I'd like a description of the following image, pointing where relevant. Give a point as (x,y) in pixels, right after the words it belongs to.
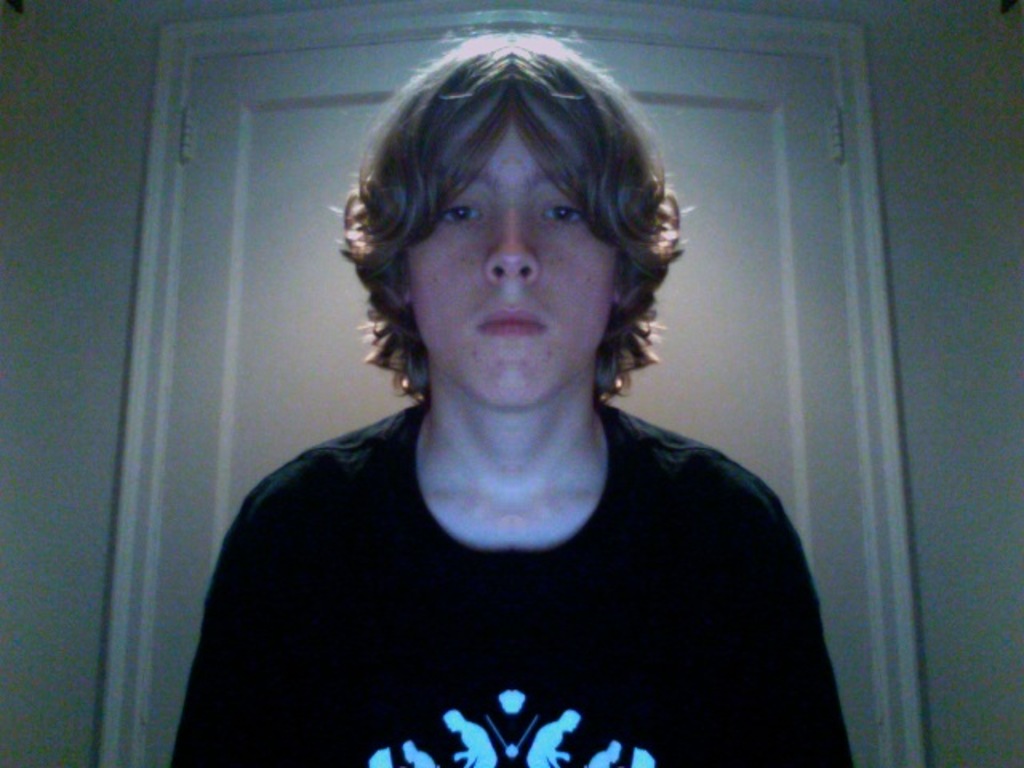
In the center of the image (524,285) we can see a person (548,517). He is wearing a black shirt (570,619). In the background (844,249) there is a door (234,85) and a wall (20,247).
